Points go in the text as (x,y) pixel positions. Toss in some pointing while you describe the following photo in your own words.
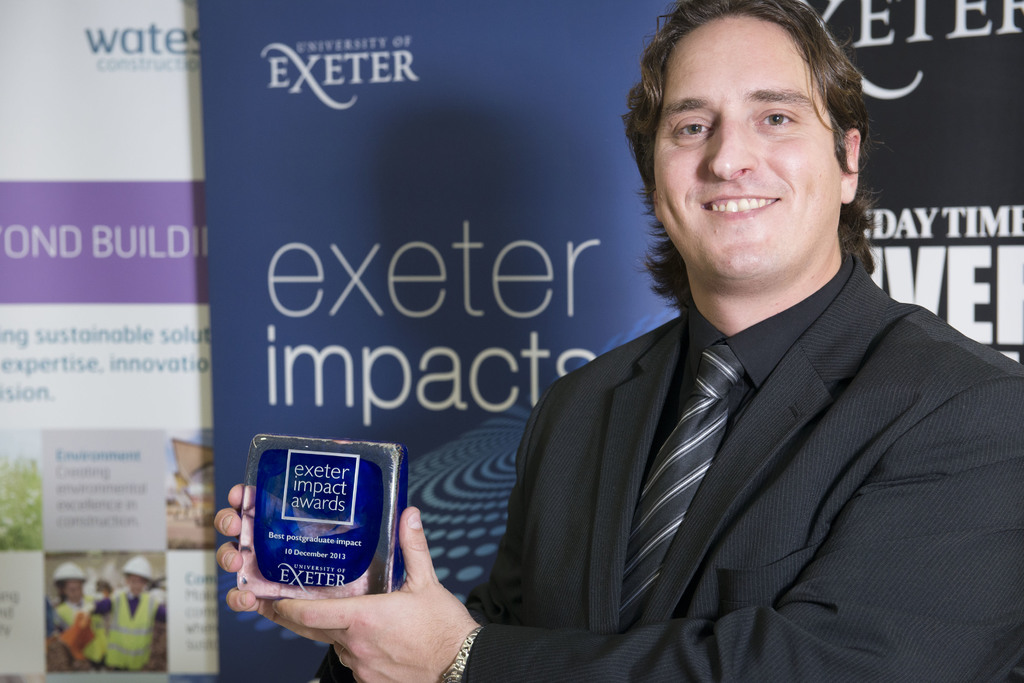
In this image in the foreground (764,343) there is one person (795,515) who is holding some box (329,520), and in the background (417,377) there are some boards (136,295) and on the boards (283,195) there is some text (445,376).
